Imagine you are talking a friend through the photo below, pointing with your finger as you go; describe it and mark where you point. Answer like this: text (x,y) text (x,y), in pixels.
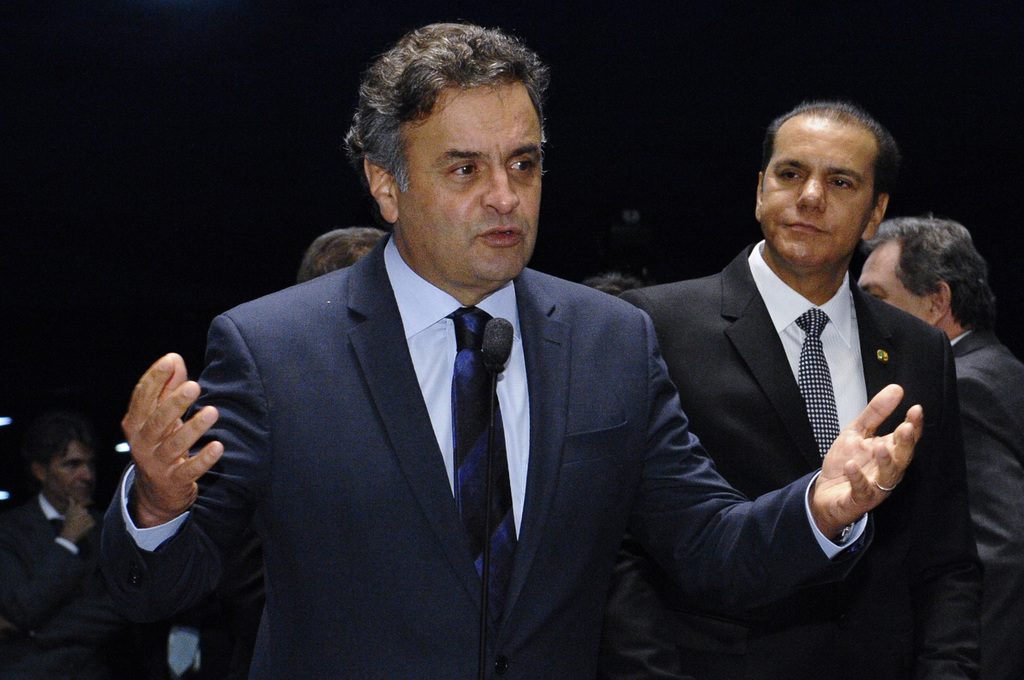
In the image there is a man (547,330) with navy blue jacket (547,330), white shirt (438,348) and tie (472,412) is standing and in front of him there is a mic (485,579). Beside him there is a man (899,368) with black jacket (899,370), white shirt (833,342) and tie (826,381) is standing. Behind them there are few people (58,489). And there is a black background (94,385).
